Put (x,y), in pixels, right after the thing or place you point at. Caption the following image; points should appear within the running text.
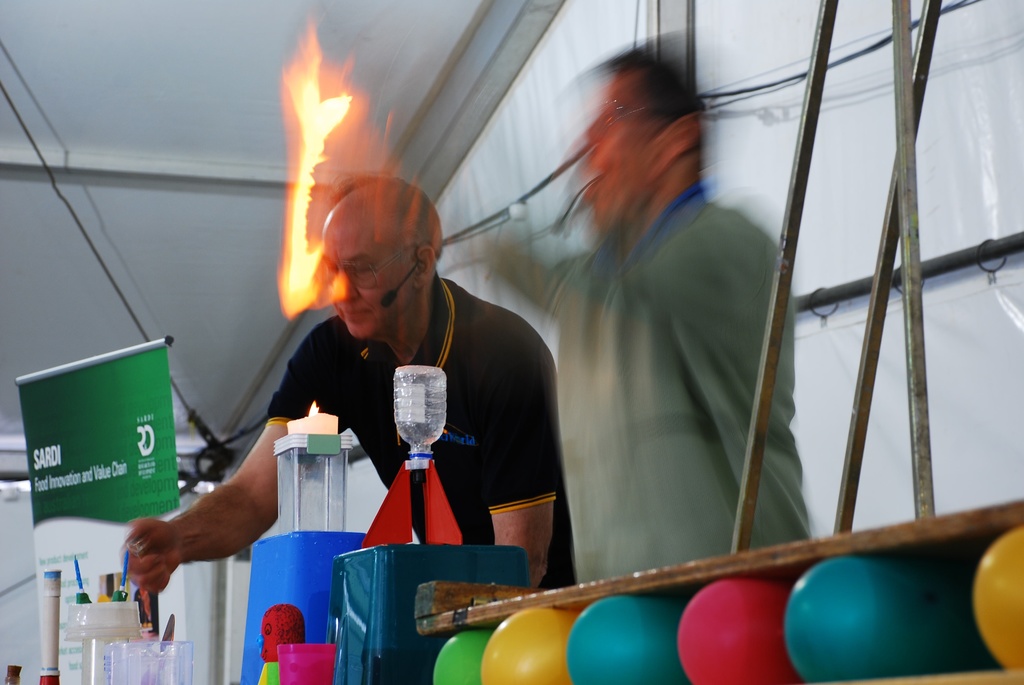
In this image, we can see two people (501,438). Here we can see few objects (366,670) and things (182,643). Here we can see blur view and fire (304,108). Left side of the image (113,446), there is a banner (57,451). On the right side (966,89), we can see rods (932,265), white color object (857,337) and wires (766,86).
